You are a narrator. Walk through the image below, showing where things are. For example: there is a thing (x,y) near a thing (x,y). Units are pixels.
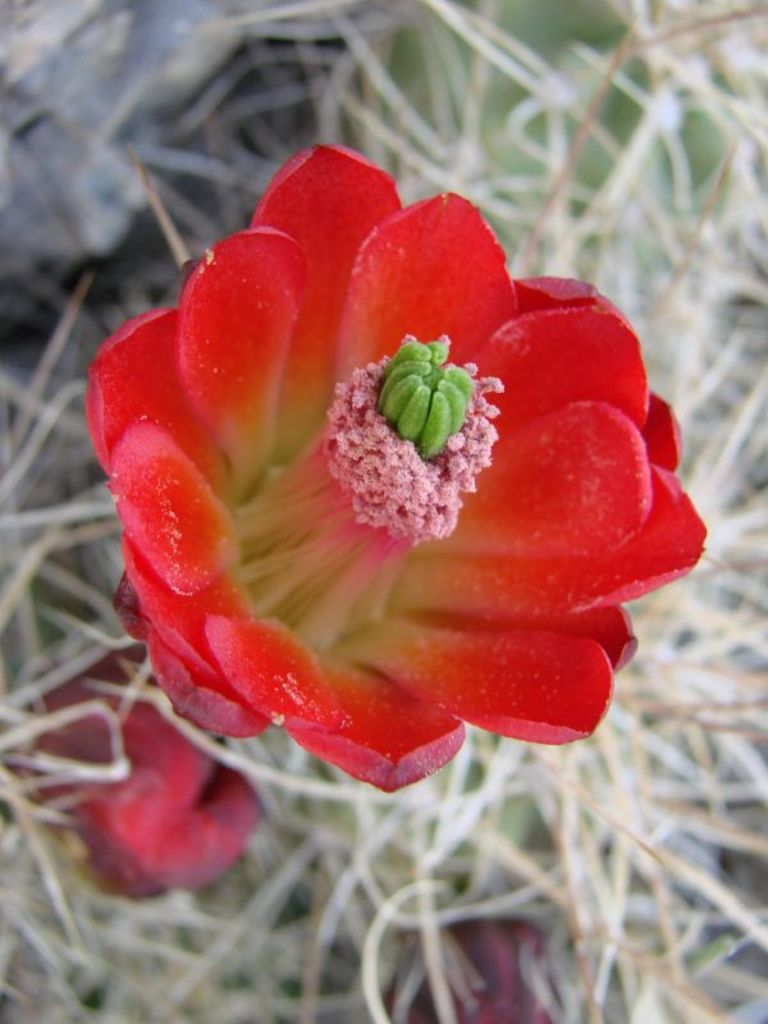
It is a beautiful red flower (316,523) and there is some dry grass (547,91) around the flower (522,701).
